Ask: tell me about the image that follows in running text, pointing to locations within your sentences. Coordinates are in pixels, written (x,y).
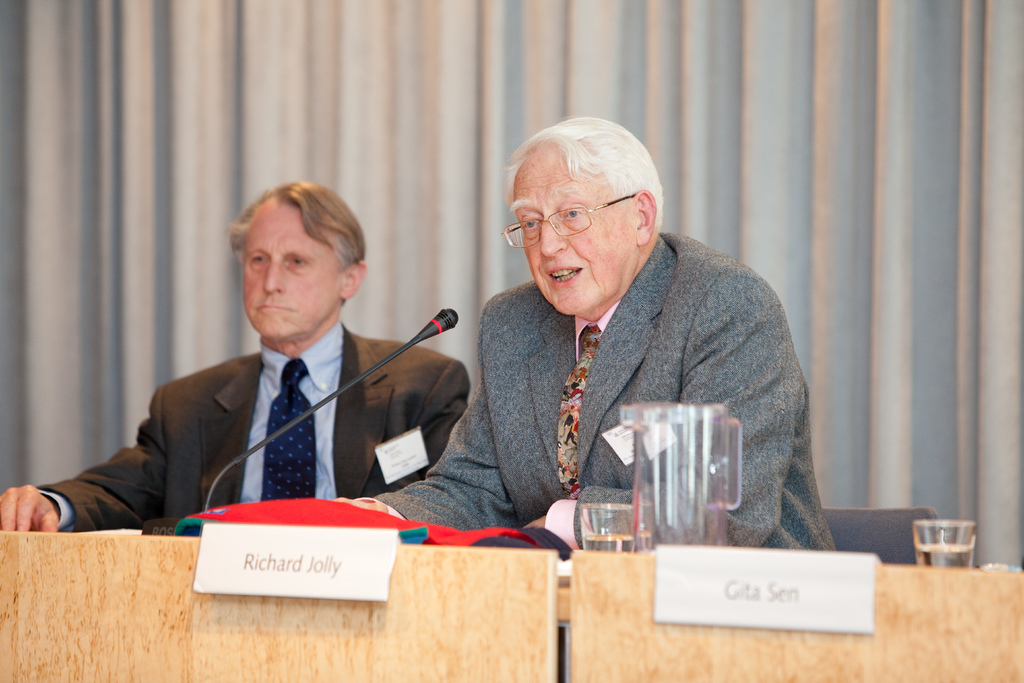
This picture shows few people (439,361) seated on the chairs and we see a man (496,394) speaking with the help of a microphone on the table (795,670) and we see a water Jug (642,502) and couple of glasses (950,554) and name boards (796,581) to the tables (419,615) and we see curtains (136,115) on the back (653,128).
